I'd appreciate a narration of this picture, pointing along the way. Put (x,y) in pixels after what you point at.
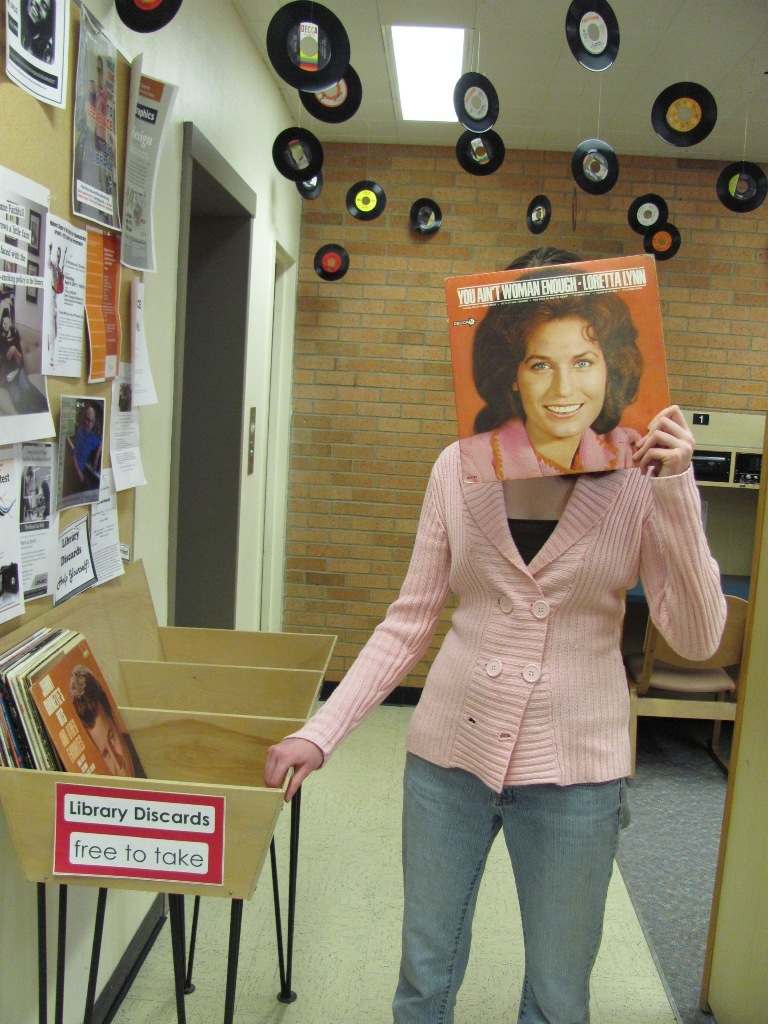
In the foreground (505,657) I can see a woman (451,669) is standing on the floor (303,1023) and is holding an object (615,373) in hand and a stand (103,907) on which a carton box (184,784) is there. In the background (203,267) I can see a wall (346,298), posters (136,257), door (188,386), table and hangings (321,19) on a rooftop (572,127). This image is taken may be in a hall (495,244).
